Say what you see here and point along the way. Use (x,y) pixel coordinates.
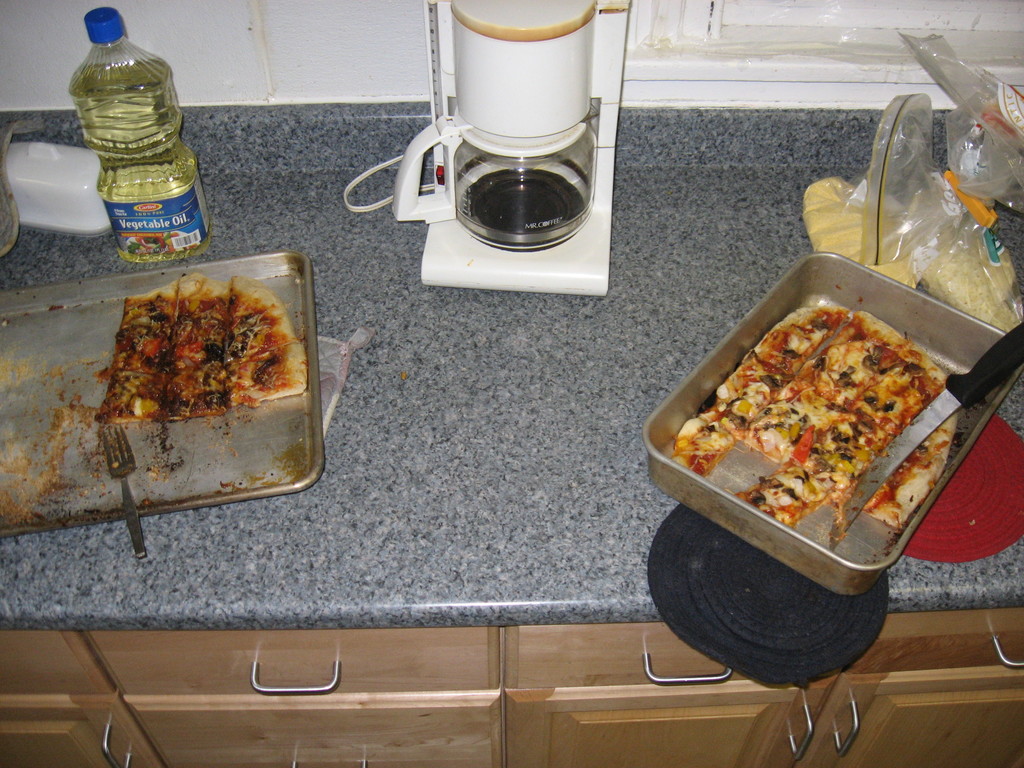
There are some eatables (844,409), coffee maker (526,72) and oil (126,170) on the table (497,423).
